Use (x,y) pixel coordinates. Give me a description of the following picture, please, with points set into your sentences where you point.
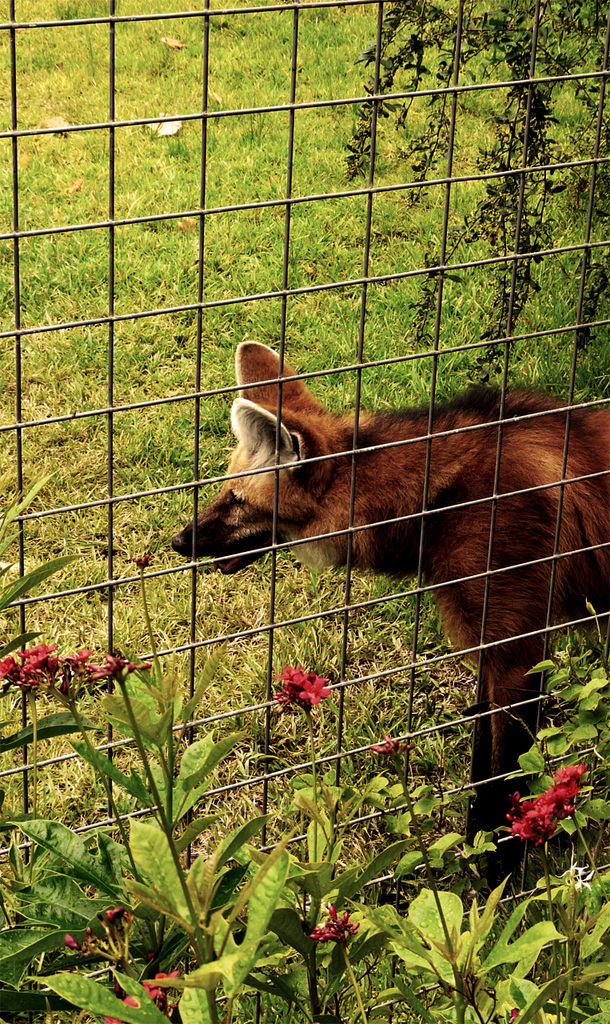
In this picture there is a dog (544,612) who is standing near to the steel net (481,660). On the bottom (385,826) we can see flowers (315,704) and plants (586,940). Here we can see grass (205,228).
